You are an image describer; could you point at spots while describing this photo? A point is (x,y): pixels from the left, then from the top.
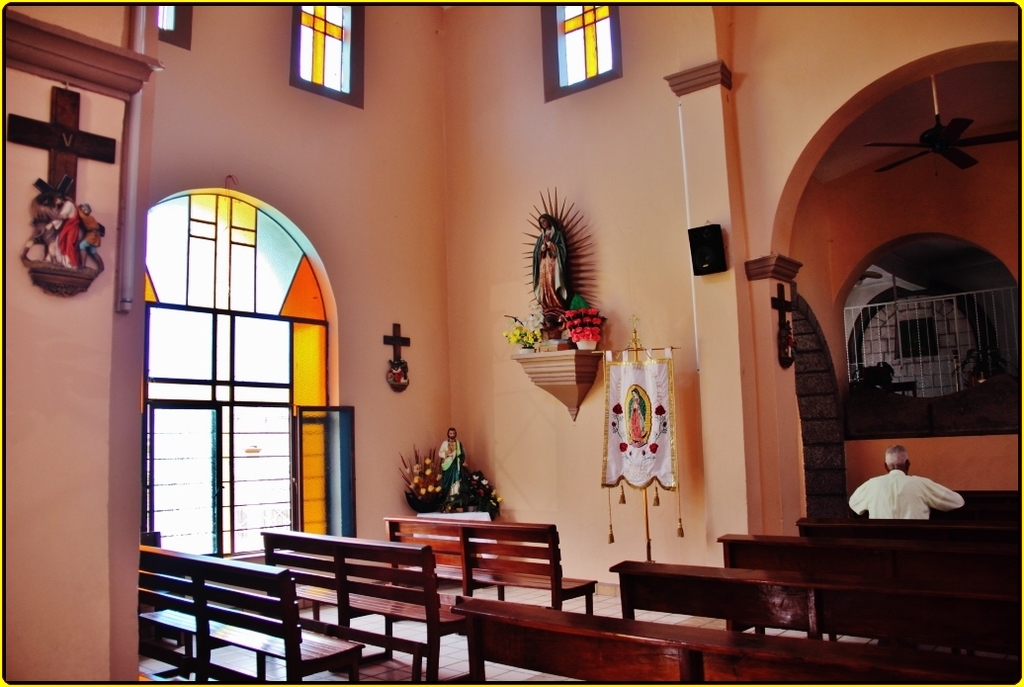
In this image in the center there are empty benches (472,604) and in the background (648,436) there is a flag (634,430) hanging and there is a plant (468,493) and there are statues (456,483) on the wall (500,355) and there is a person (913,496) sitting on the bench (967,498) and there is a fence (938,350) and there is a fan (935,132) on the top (949,135), there are windows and there is a speaker (710,243) on the wall (744,260).
